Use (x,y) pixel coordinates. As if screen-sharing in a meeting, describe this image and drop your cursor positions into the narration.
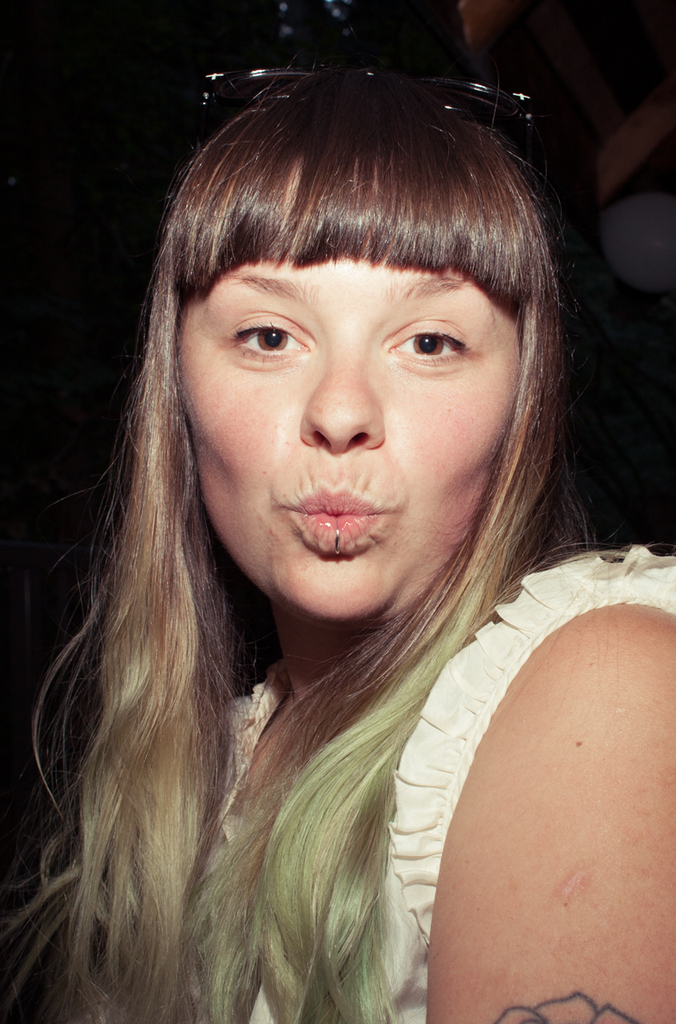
In this image in the foreground (390,677) there is one woman (443,616), and there is a black background (670,430).
